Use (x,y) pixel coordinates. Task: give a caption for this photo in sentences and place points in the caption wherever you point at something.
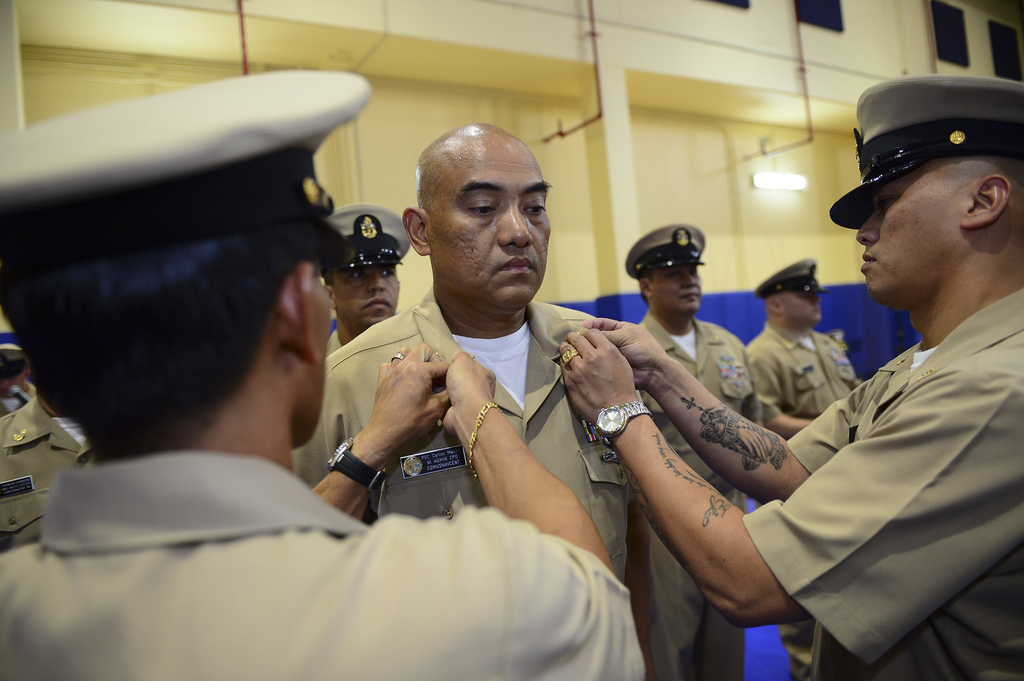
In the picture we can see some sailors (277,273) are standing and two sailors (987,343) are adjusting the collar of a sailor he is with a bald head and in the background (793,212) we can see a wall (742,310) with some pipes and light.
